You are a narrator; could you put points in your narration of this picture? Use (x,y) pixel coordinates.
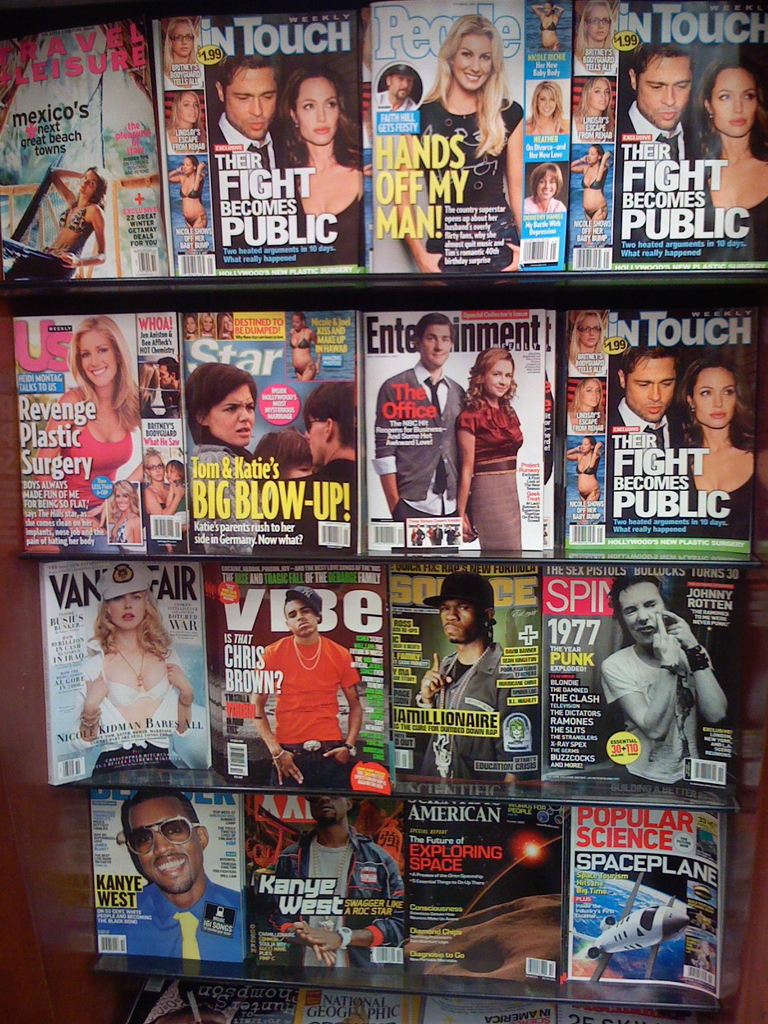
In this image we can see there are racks (156,781). And in that racks (524,997) there are books (383,396). In that there are images (293,868) and text (228,357) written on it.
